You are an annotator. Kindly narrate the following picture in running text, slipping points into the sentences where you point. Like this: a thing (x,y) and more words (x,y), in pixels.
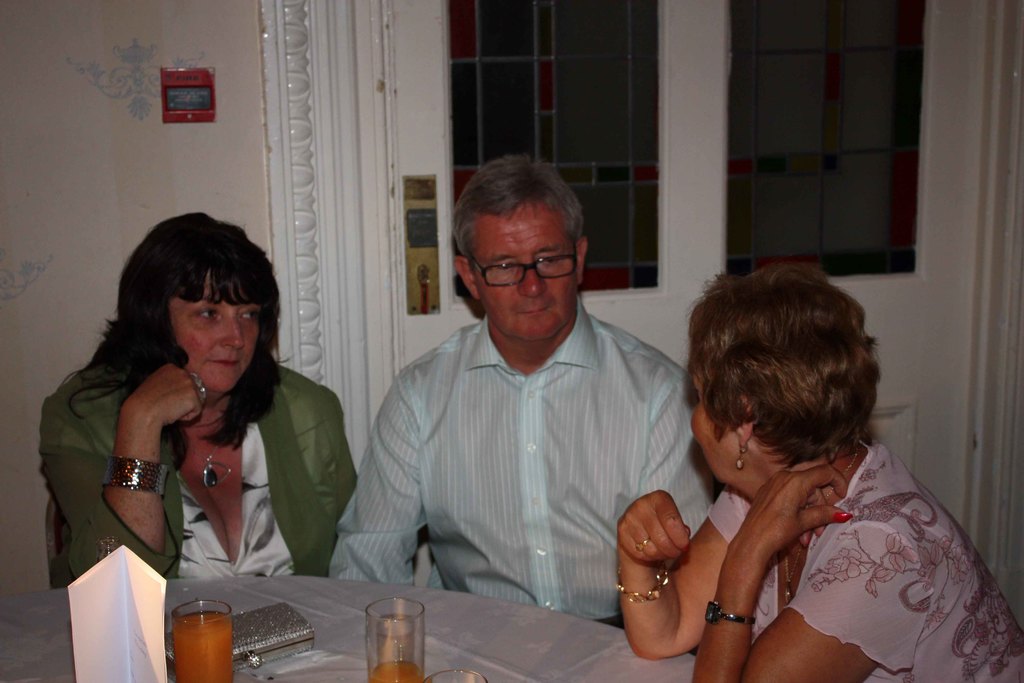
This is a picture taken in a room (1010,232), three people (773,432) were sitting on the chair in front of the three people (391,520) there is a table (507,641) on the table (300,601) there is a wallet (256,641) and two glasses (399,653) background of two people (685,433) there is door (400,137) which is in white color.
